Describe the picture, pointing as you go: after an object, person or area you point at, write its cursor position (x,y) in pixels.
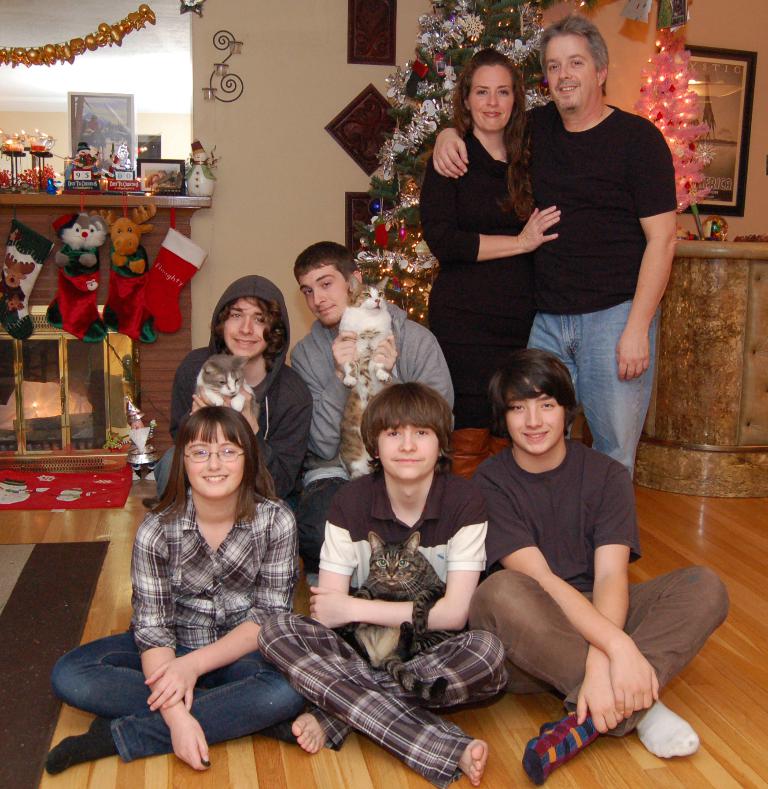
In front of the image there are a few kids (326,471) sitting on the floor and holding cats (374,531) in their hands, behind them there is a couple (536,212) standing, behind them there is a Christmas tree (404,171) and a few other objects (97,272) on the floor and on the shelves (47,195), in the background of the image (710,126) there are some photo frames (375,87) on the walls (292,135).
